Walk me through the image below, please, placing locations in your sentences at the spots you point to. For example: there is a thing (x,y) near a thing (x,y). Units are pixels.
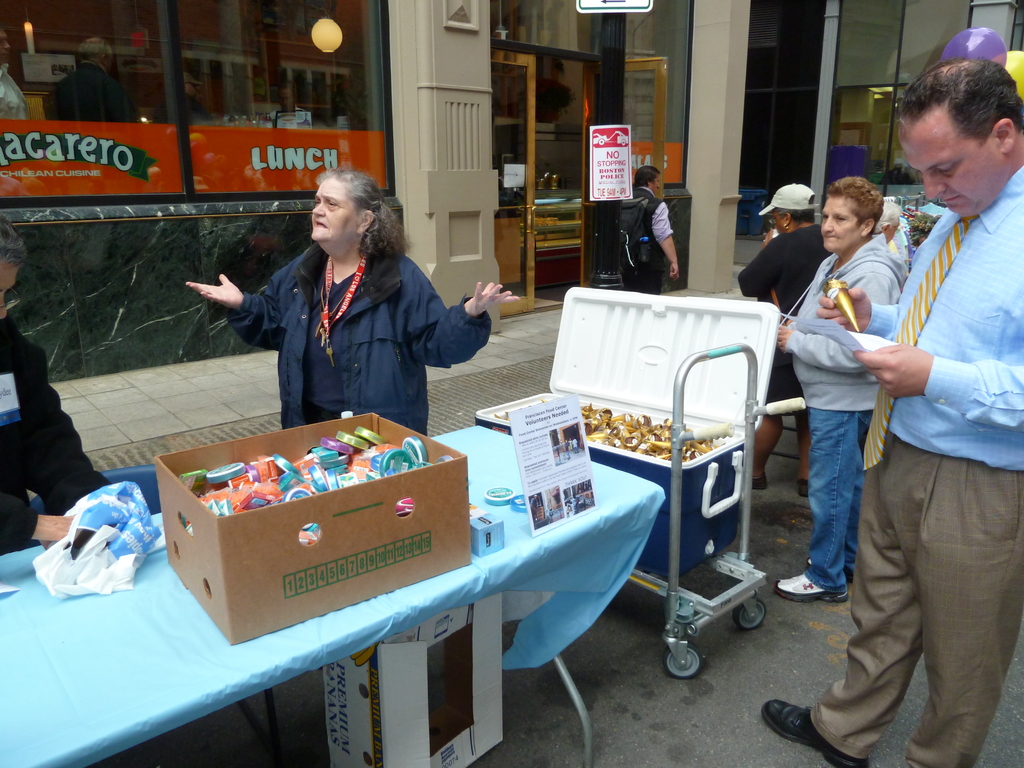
There are some people (805,241) standing in this picture in front of a table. On the table (179,636) there is a box (238,514) which is containing some things (289,487) in it. Beside the box (373,504) there is a trolley (672,585) on which one box (696,486) is placed on it. In the background (474,191) we can observe a wall (474,166) and a board (592,163) near to the pole (611,102).
